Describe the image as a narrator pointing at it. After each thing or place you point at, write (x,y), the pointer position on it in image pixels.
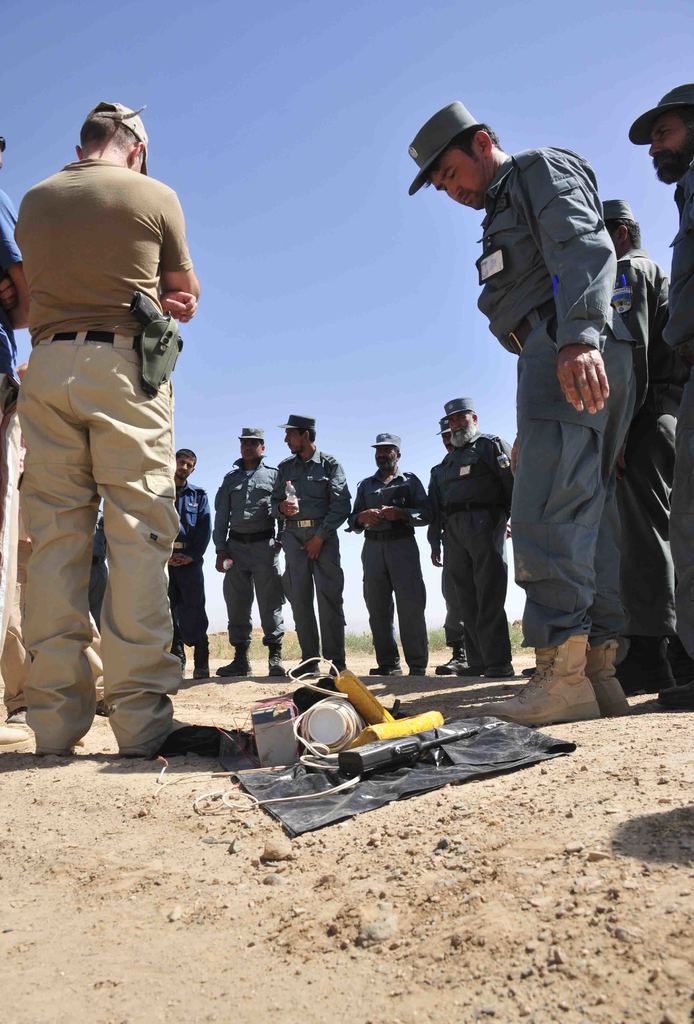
In this image I can see number of people (653,469) are standing on the ground (183,794). I can see most of them are wearing uniforms (672,405) and caps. I can also see a black colour thing (277,773) and few other stuffs (408,725) on the ground (513,911). In the background (428,412) I can see the sky (376,164).
